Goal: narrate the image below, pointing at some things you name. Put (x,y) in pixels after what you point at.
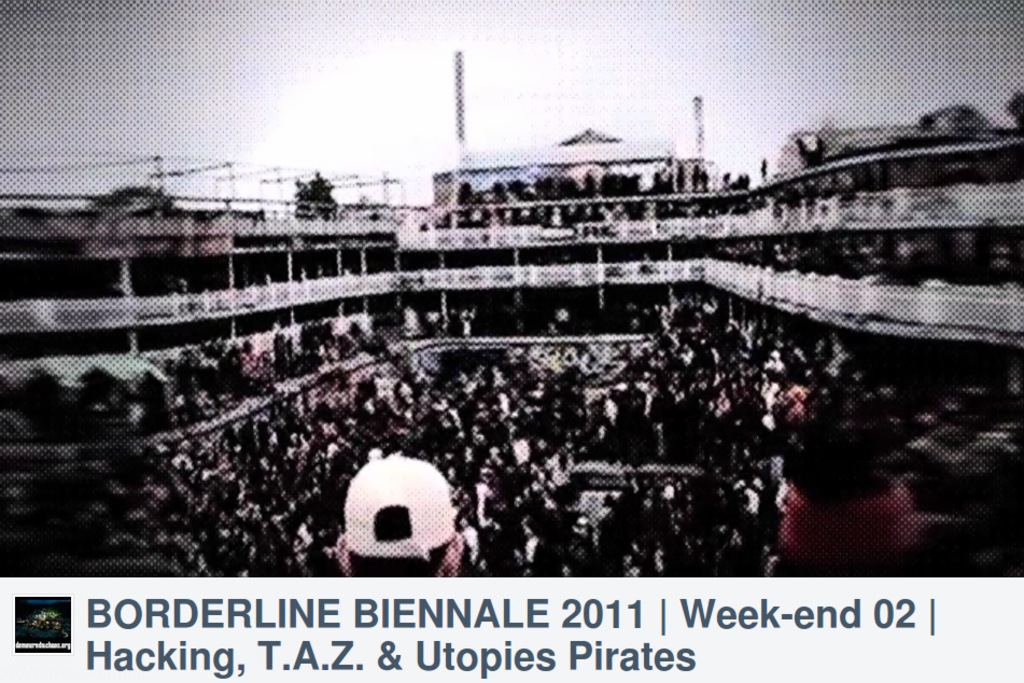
This is a black and white image as we can see there is a crowd (515,512) in the middle of this image (564,434). there is a building (571,304) in the background (558,332). There is a sky (317,61) on the top of this image (653,69). There is some text (384,633) written in the bottom of this image (600,625).
